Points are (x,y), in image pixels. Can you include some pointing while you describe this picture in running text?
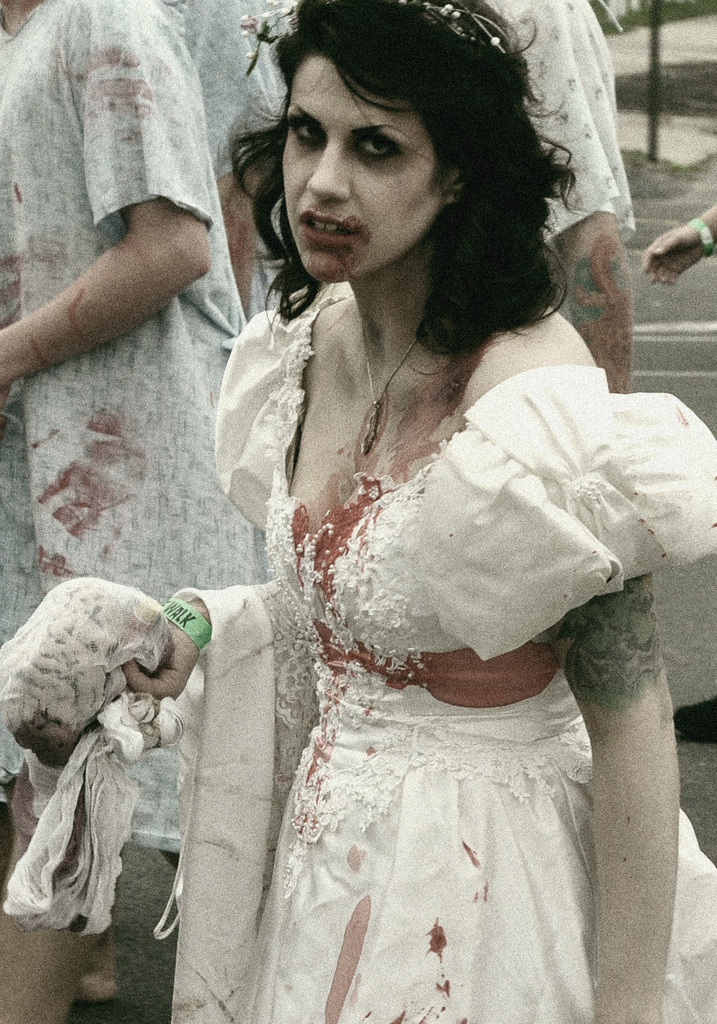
In this image we can see few people (390,296). A lady (399,323) is holding an object (151,646) in her hand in the image. There is an object (653,89) at the right top most of the image (657,88).
